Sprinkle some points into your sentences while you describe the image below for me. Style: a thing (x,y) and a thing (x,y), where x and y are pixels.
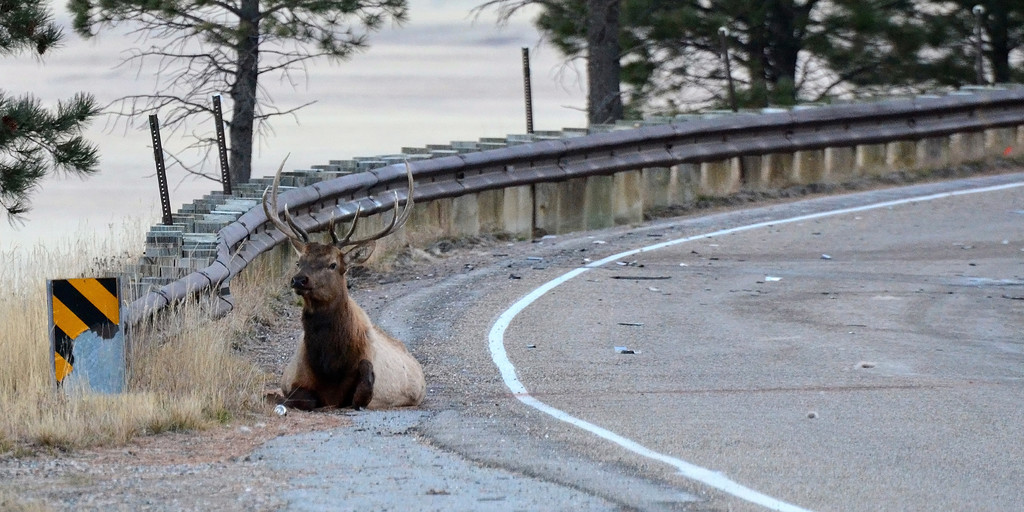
In this image, we can see the deer (314,273) sitting on the road (366,469), we can see the railing (592,167), there are some trees (640,44), we can see water (320,128).
